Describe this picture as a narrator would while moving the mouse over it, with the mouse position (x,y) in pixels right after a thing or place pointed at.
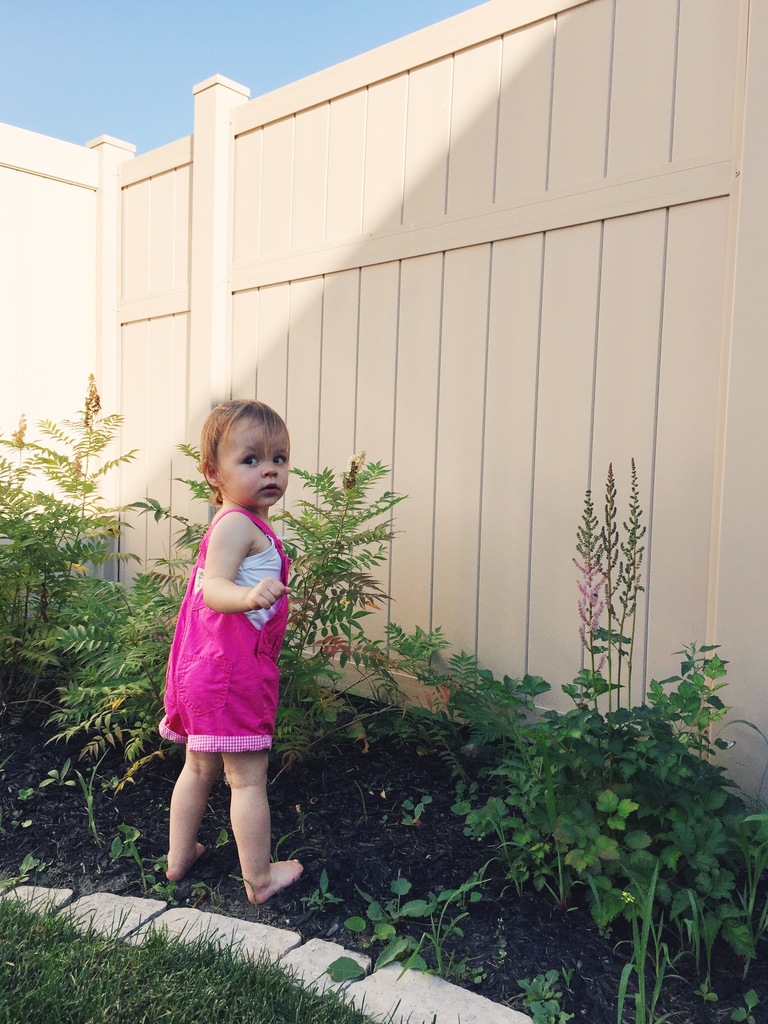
In the image there is a baby (250,582) in pink overalls (244,681) standing on mulch land (119,835) with plants (42,594) in front of her followed by a fence (463,342) and above its sky (172,58).
